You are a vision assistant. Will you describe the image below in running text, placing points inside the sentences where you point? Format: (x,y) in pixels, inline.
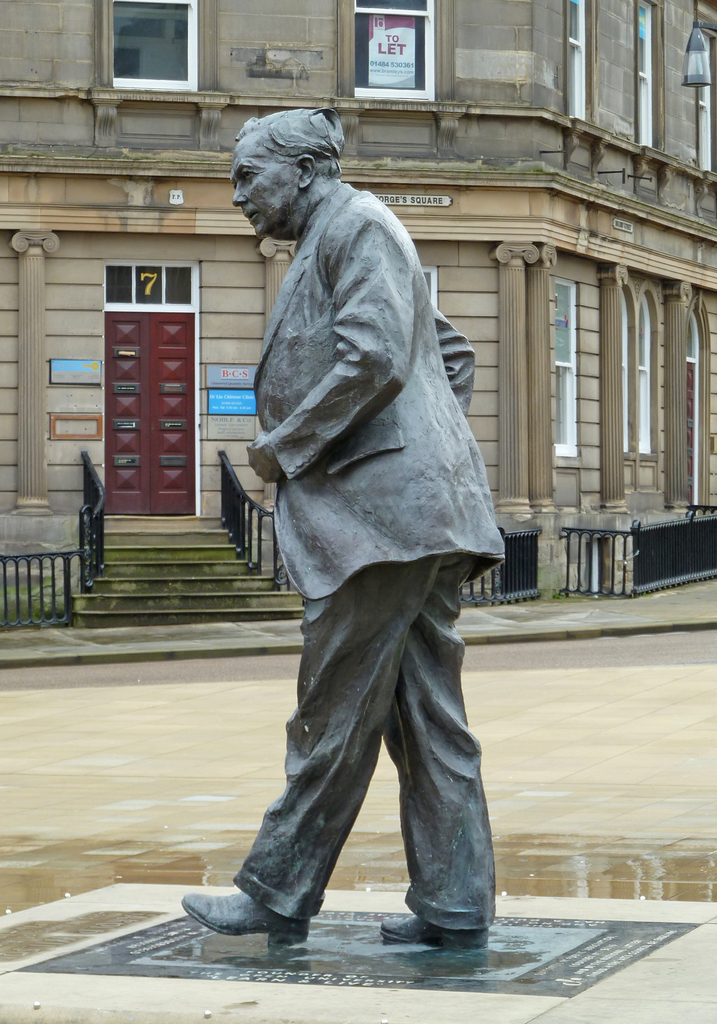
In this image I can see a statue (351,722) of a person (401,476) which is black in color on the floor (364,892). In the background (174,584) I can see few stairs (174,600), the black colored railing (11,594), the building (532,313) which is cream and brown in color, few windows (568,400) which are white in color and the door (146,399) which is maroon in color.
